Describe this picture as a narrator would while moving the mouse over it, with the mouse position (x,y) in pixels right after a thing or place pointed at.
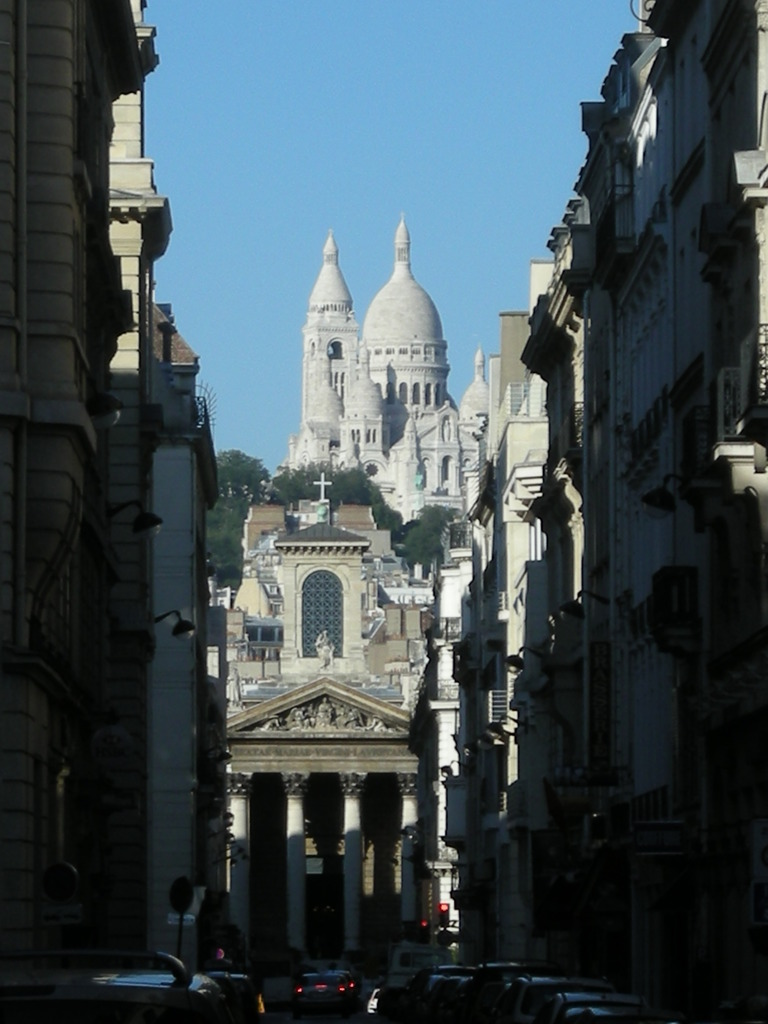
This picture is clicked outside. In the foreground (398,992) we can see the vehicles (347,1011) and the traffic lights (423,934). On the left (173,921) we can see the pole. On both the sides we can see the buildings (655,733) and we can see the wall mounted lamps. In the background (471,331) we can see the sky (445,40), buildings (319,501), trees (353,500), towers (385,364) and some objects (327,720) and we can see the sculptures (325,702) of some objects (320,714) attached to the wall (336,708) of the building (350,711) and we can see the pillars (360,787) of the building (289,827).
